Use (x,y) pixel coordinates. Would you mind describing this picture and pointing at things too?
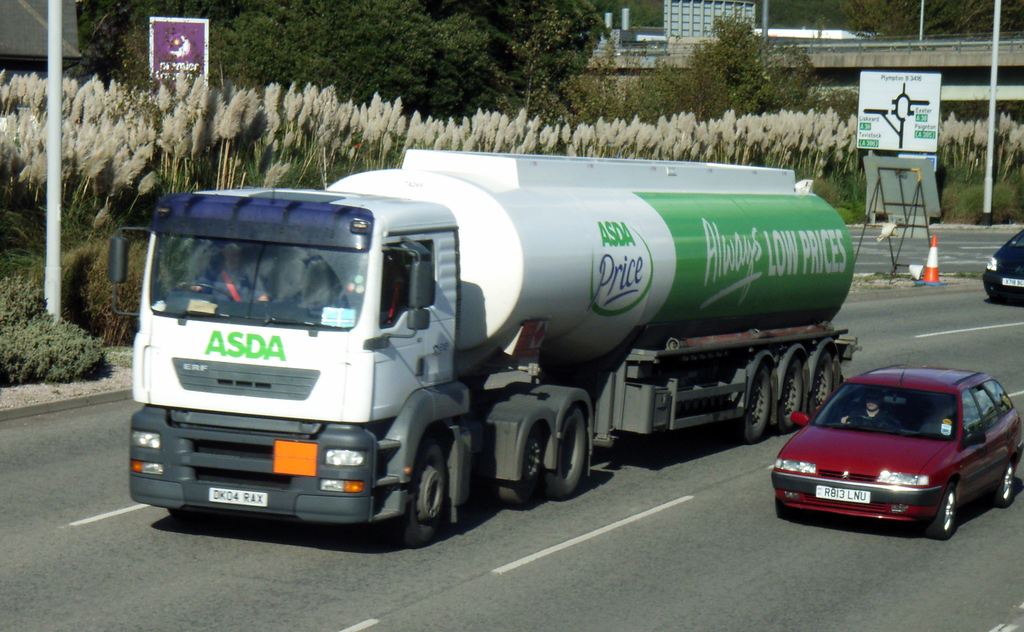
In this image there are some vehicles (681,179) riding on the road (982,562) beside that there are some plants (649,127), trees (968,15) and caution (874,179) at the middle of road (599,612).
